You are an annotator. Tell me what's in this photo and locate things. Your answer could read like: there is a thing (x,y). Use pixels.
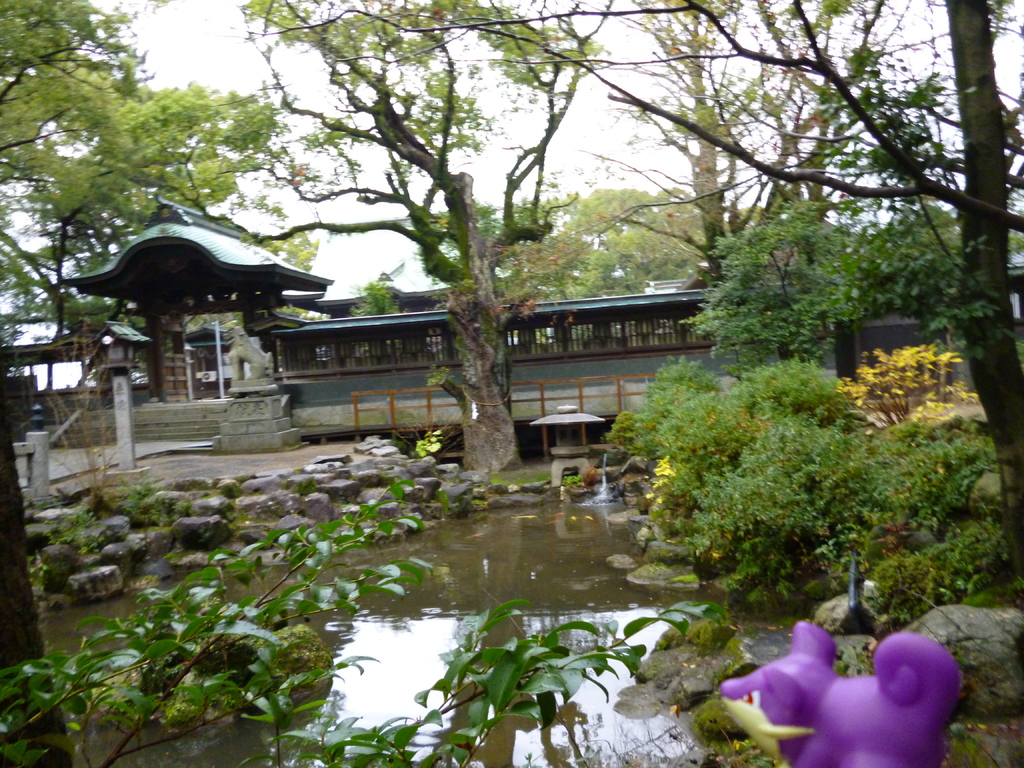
In this image we can see the purple color toy (877,701), water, plants (170,593), stones (130,558), fence (601,407), trees (856,317), arch (152,388), gate (182,388), wall (445,355) and the sky (297,80) in the background (335,151).
